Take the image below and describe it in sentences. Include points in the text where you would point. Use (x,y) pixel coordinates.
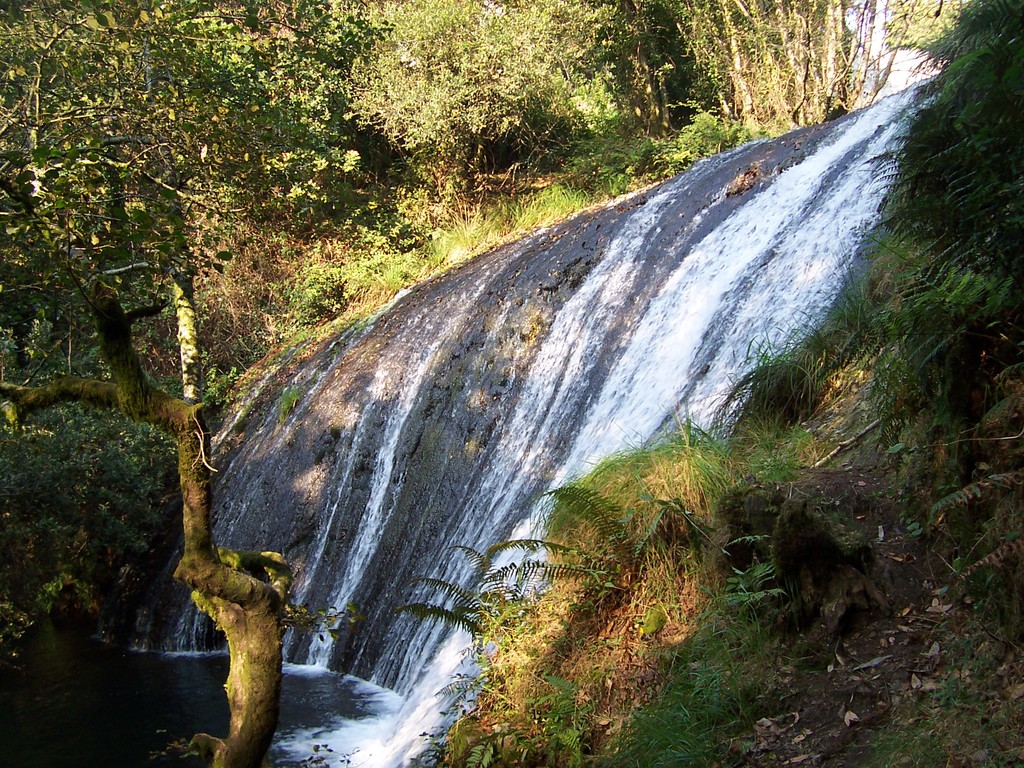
In this picture we can see a waterfall (416,509) and in the background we can see trees (275,711).
